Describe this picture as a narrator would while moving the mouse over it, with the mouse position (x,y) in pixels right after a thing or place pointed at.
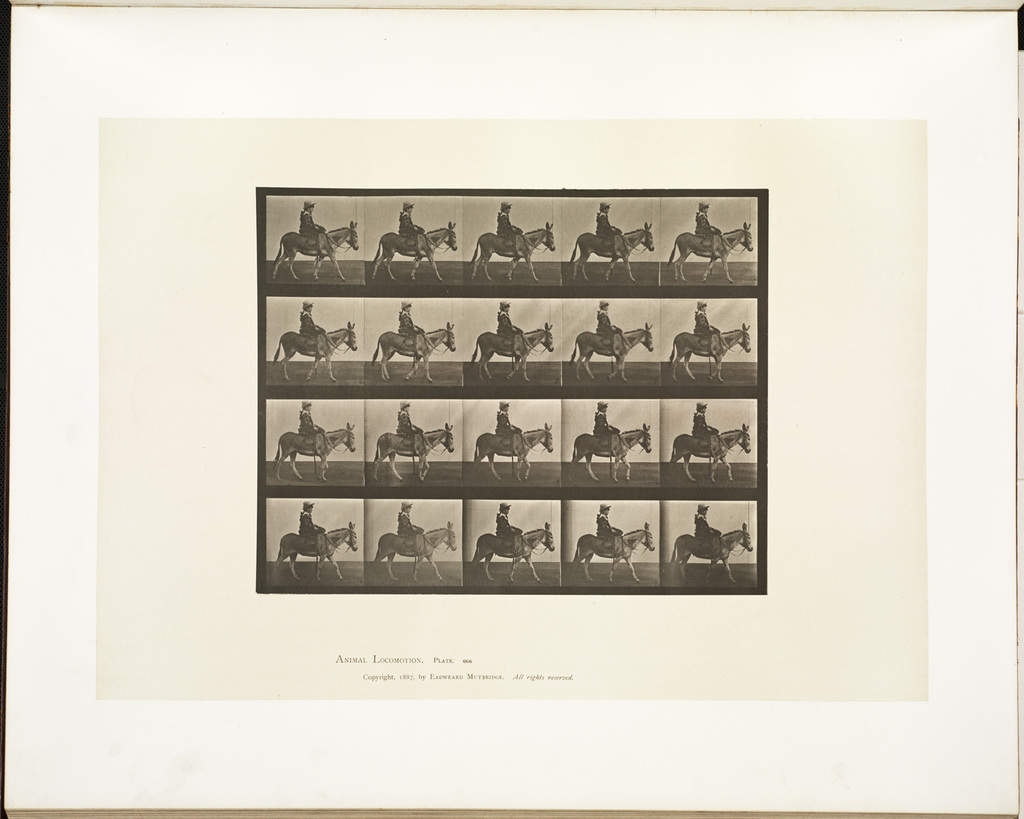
This is a poster (77,408) where we can see so many images (320,237) of a person (313,421) and a donkey (322,345). At the bottom of the image (383,671), we can see some text (378,681).
